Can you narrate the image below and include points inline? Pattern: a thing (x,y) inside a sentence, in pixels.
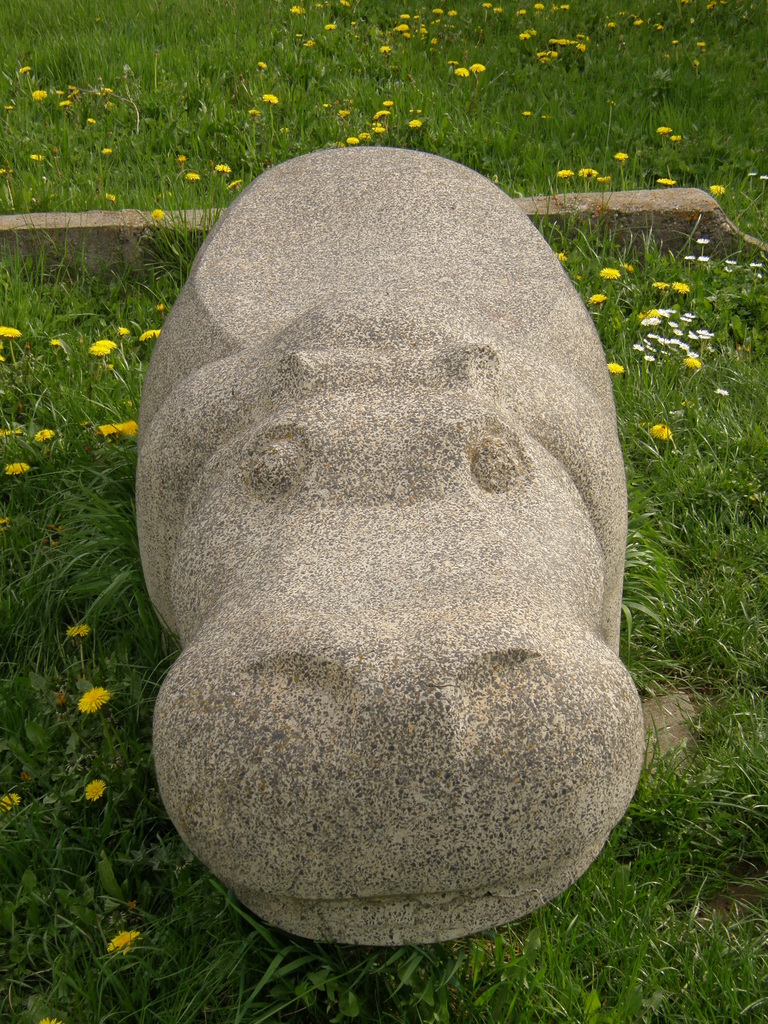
In this image there is a sculpture (356,406) in a garden (84,241).
